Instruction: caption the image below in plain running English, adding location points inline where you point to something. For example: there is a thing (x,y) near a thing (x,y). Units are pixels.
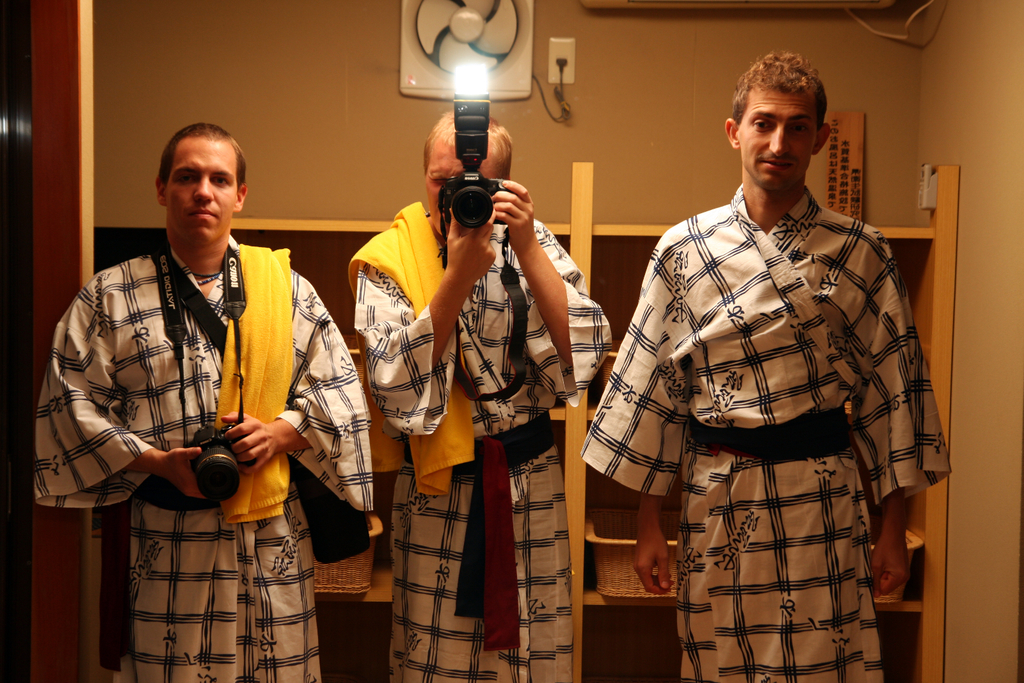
In the image there are three people (541,333) standing in the foreground (428,456) and the first two people (361,401) are holding cameras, behind them there are wooden shelves (260,224) and in the background (518,146) there is a wall (423,136).
